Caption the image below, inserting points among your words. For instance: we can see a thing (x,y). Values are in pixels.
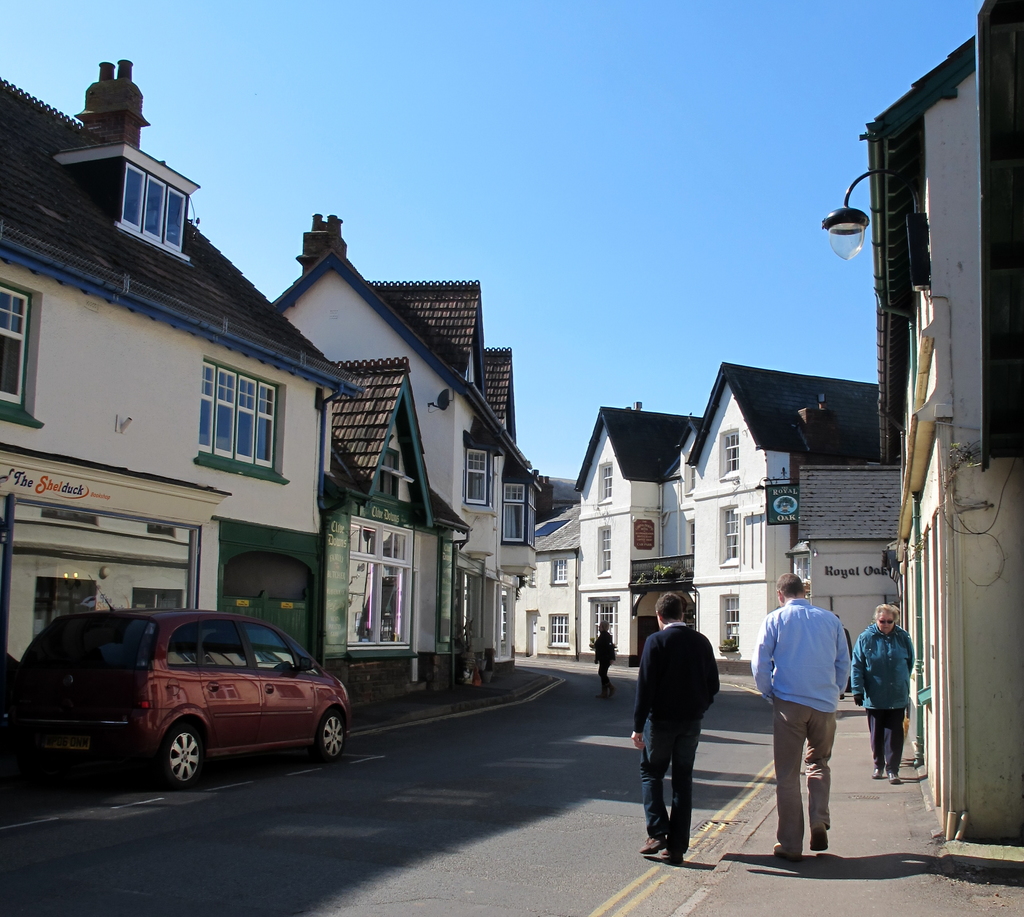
Here we can see 4 people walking on the street (527,782). At the left side (170,770) a red colour car (121,635) is parked and there are many houses (720,528) with white walls (106,402). On the right side (836,231) we can see a lamp (864,214).
